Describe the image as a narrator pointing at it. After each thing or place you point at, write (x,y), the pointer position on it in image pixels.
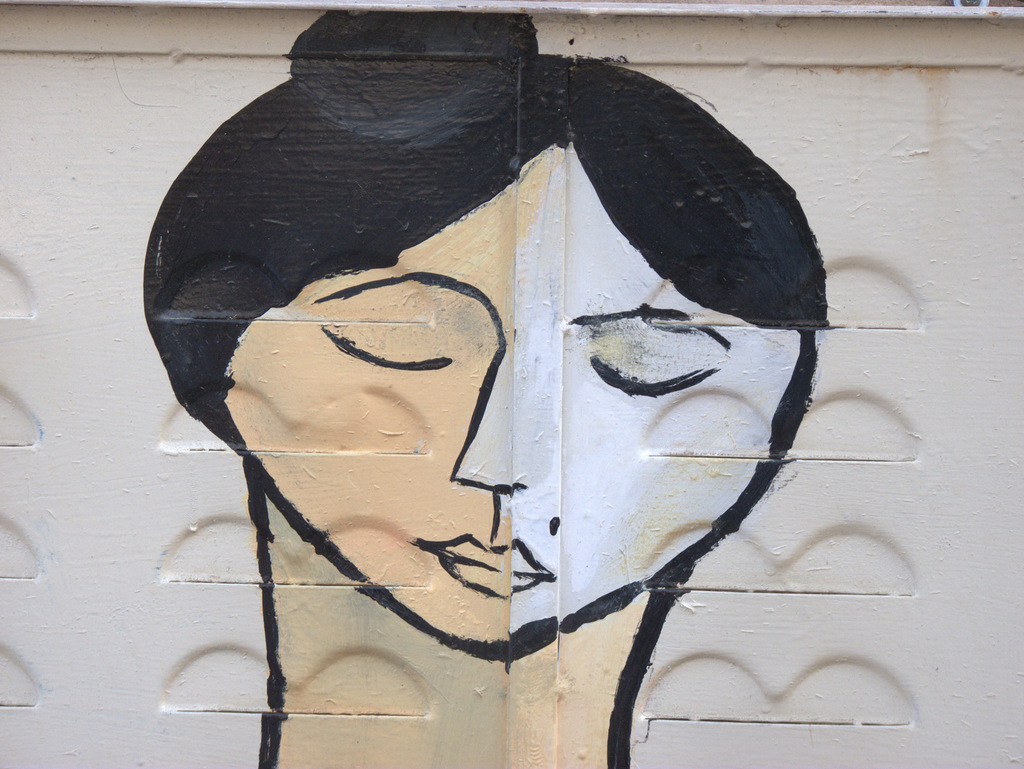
In the image there is a painting (569,340) of a woman (287,475) on a wall (908,286).
